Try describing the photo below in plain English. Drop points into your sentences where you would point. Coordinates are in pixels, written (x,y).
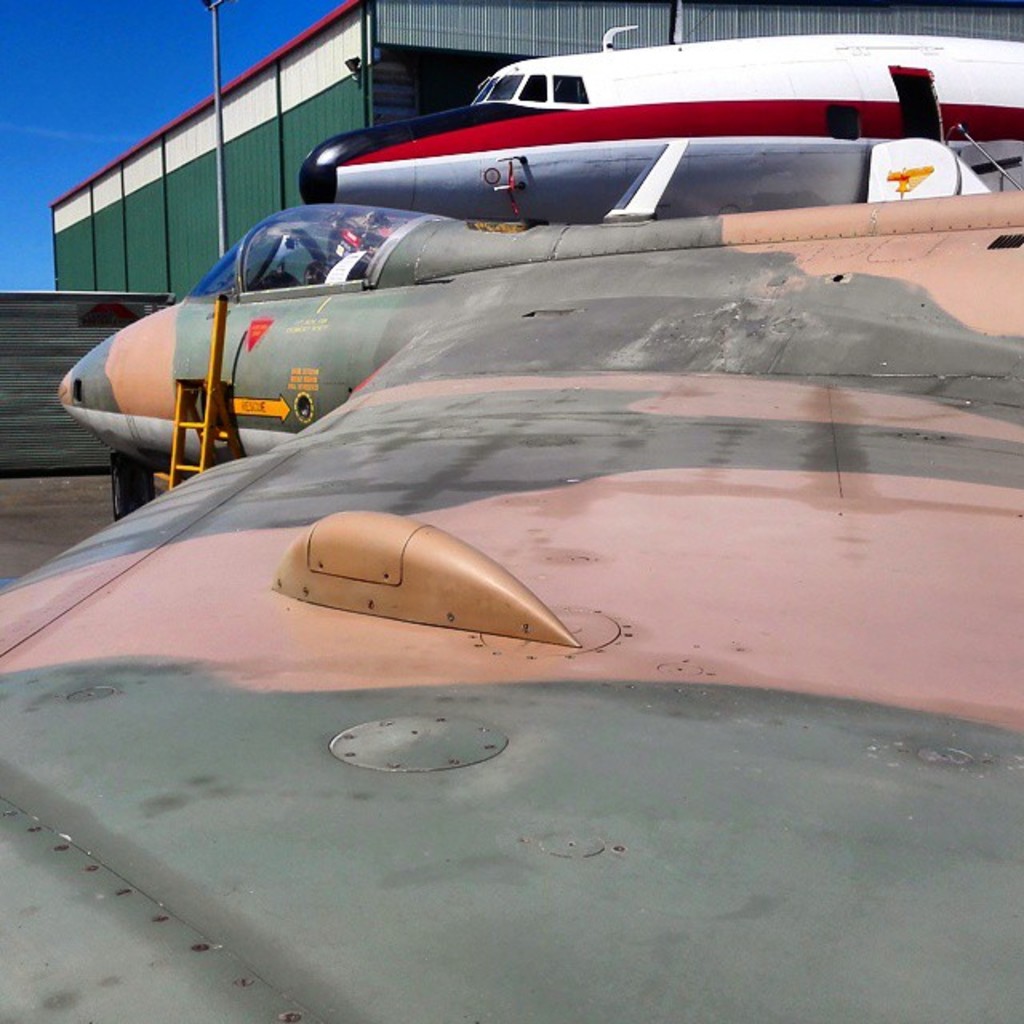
In the picture we can see the aircrafts (688,123), behind it, we can see the shed (204,146) and near it, we can see the pole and in the background (14,111) we can see the sky (56,166).
